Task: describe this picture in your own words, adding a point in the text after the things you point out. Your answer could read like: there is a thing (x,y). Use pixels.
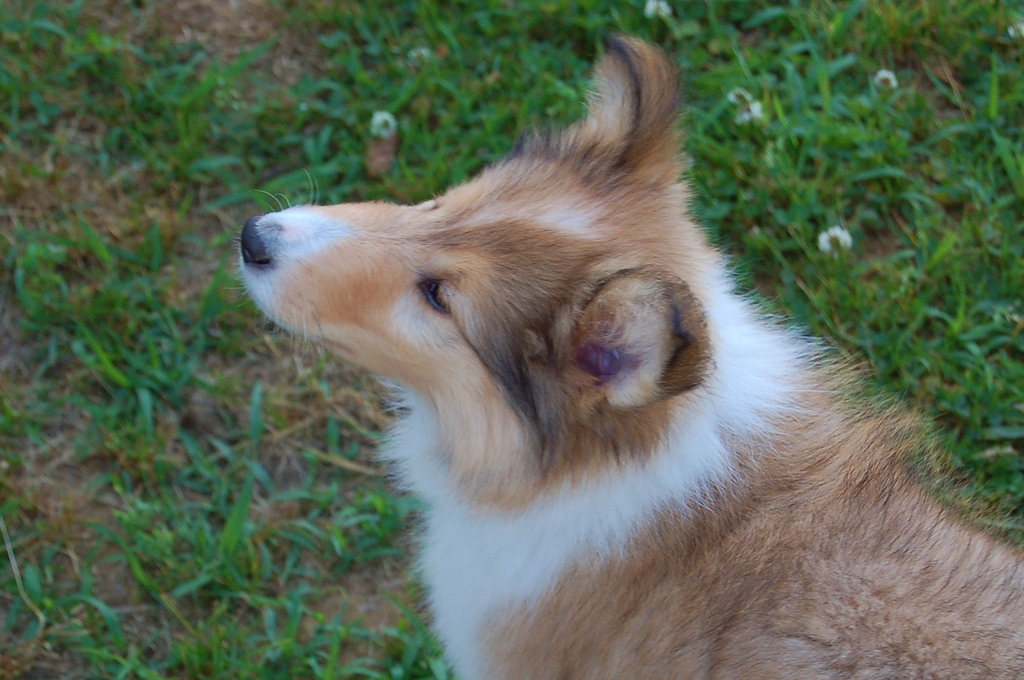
In this picture we can see a dog (544,639) and in the background (216,180) we can see flowers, plants (219,181) on the ground (225,60).
